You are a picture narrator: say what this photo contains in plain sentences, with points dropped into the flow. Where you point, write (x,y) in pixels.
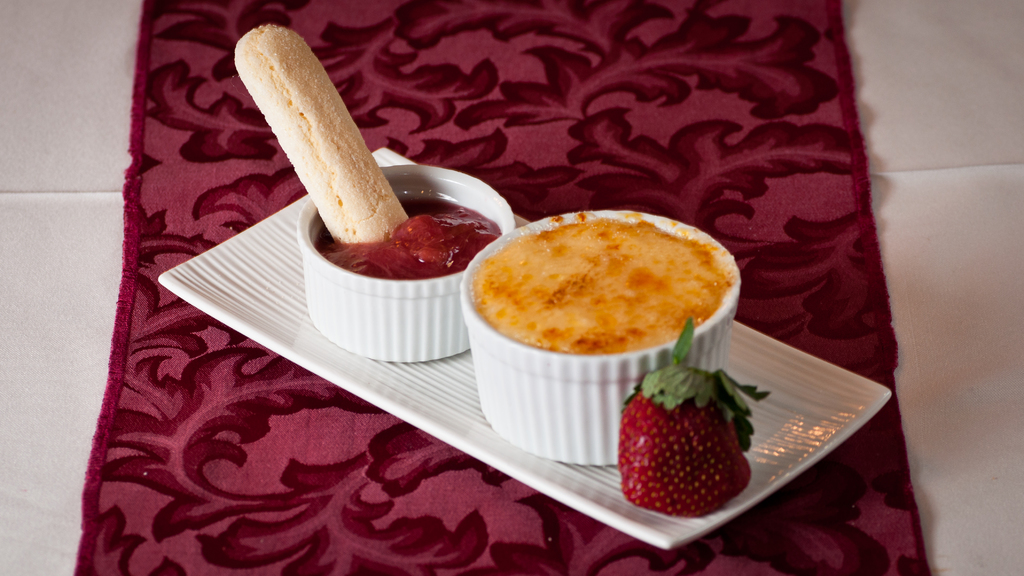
As we can see in the image there is white color tablecloth (104,216), mat (606,75), tray (269,251), bowls (425,326) and strawberry (695,424). In bowls (607,353) there are dishes (591,309).
